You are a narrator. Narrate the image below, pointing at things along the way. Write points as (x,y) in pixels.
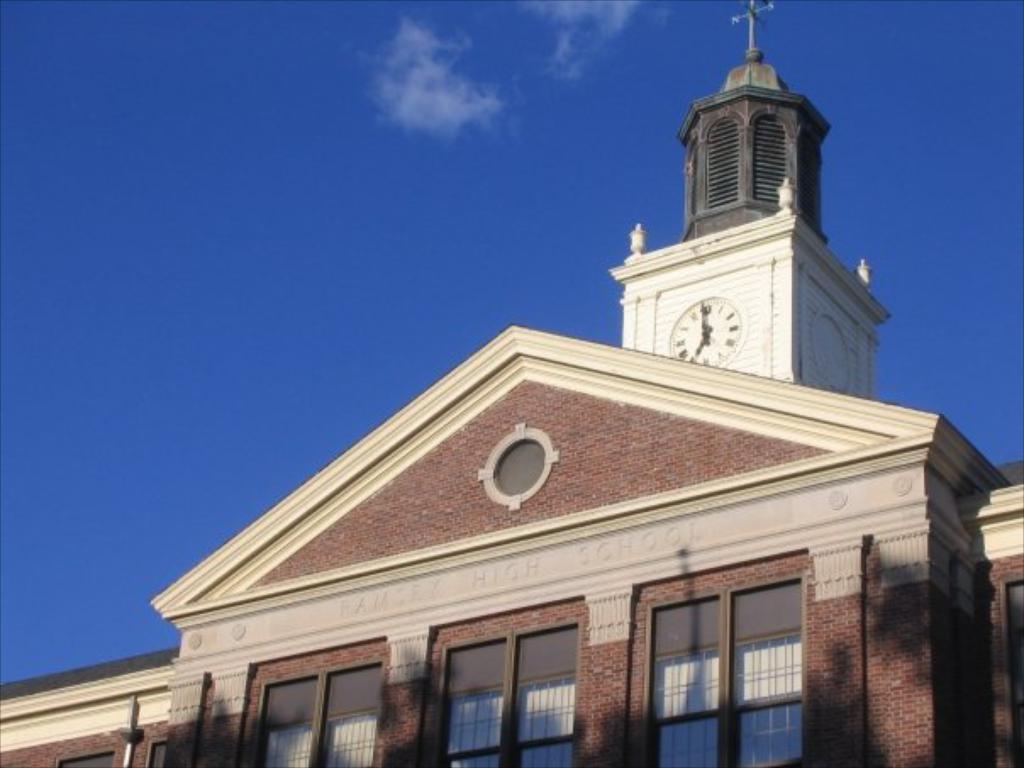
In the image there is a building (310,588) with brick walls (616,409), glass windows (703,692) and pillars (632,313) with clock (730,312). At the top of the image (476,173) there is sky (433,219).
